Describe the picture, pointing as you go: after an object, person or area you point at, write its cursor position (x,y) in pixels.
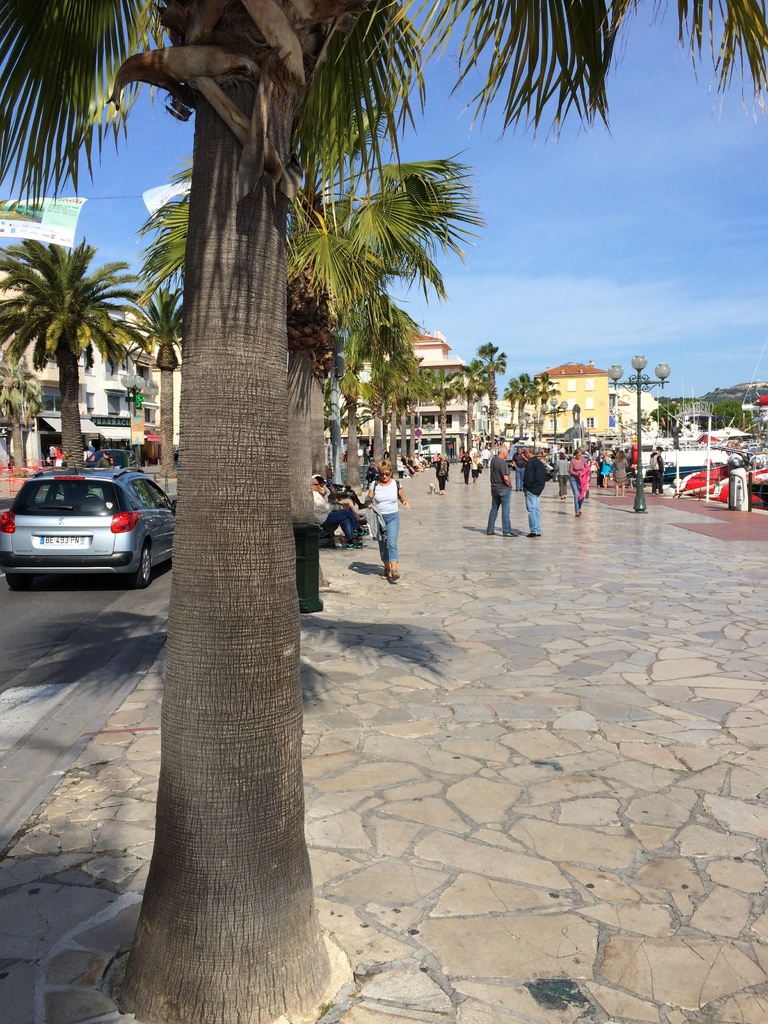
In this image I can see on the left side (138,527) there is a car (107,537) on the road (102,583). In the middle (289,488) there are trees (258,409). On the right side (658,477) few people (391,503) are walking, at the back side (569,380) there are buildings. At the top (584,215) it is the cloudy sky (607,226).
